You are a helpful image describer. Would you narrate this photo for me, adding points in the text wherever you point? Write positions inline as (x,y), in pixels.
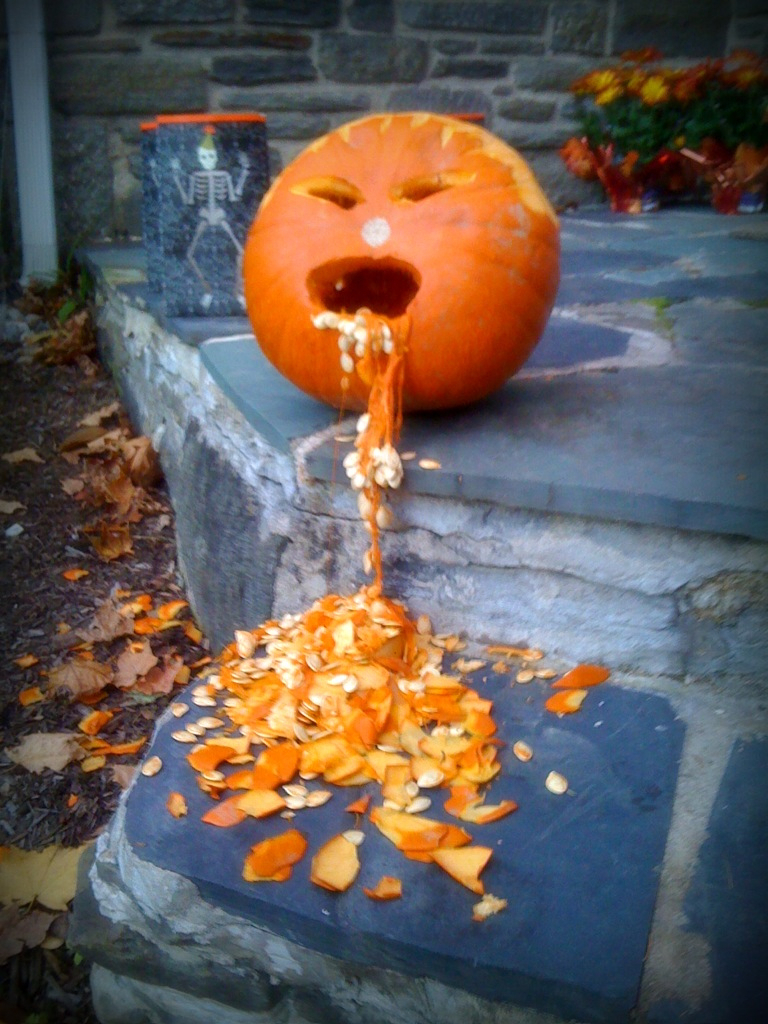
In the image there is a pumpkin (447,322) kept on a stone surface (176,424) and all the waste material (349,325) inside the pumpkin (462,313) is being extracted through the mouth (376,303) and behind the pumpkin (427,168) there are some flower plants (684,95).
